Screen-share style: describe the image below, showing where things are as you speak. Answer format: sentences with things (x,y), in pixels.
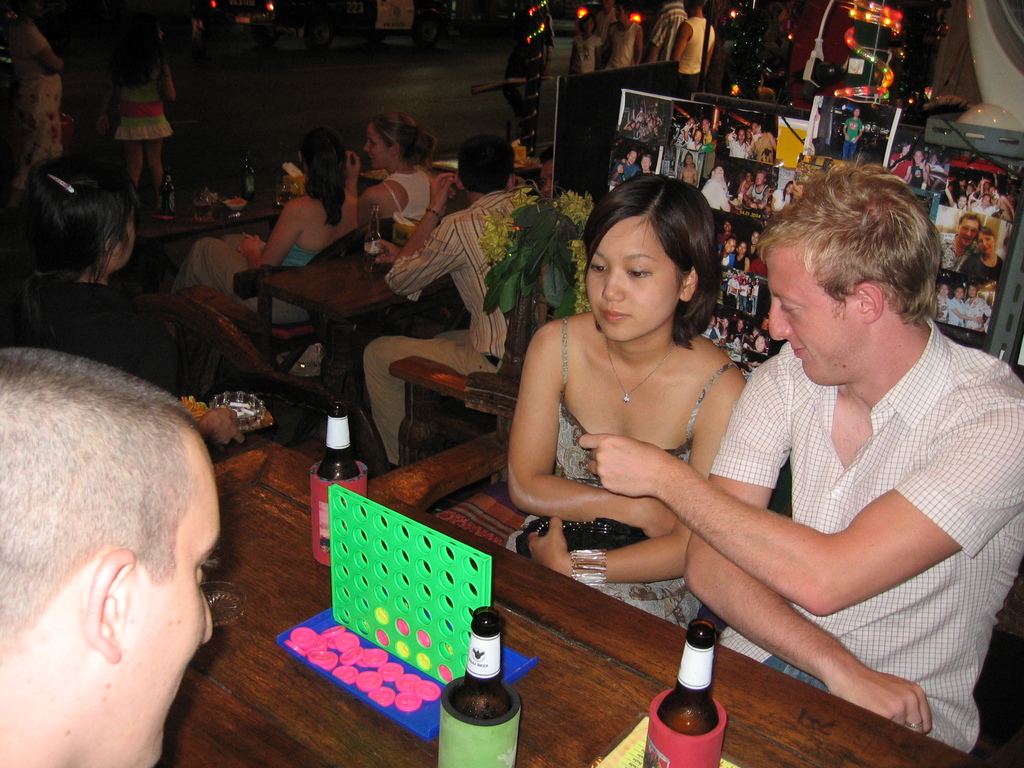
There are few people (395,206) sitting on the chairs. This is the table (297,707) with three beer bottles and a game (340,637) on it. These are the photos (739,153) attached to the wall (984,257). This looks like a lighting's (884,95). Here are few people (622,46) standing. At background (346,25) this looks like a vehicle (318,4) on the road (227,48).
